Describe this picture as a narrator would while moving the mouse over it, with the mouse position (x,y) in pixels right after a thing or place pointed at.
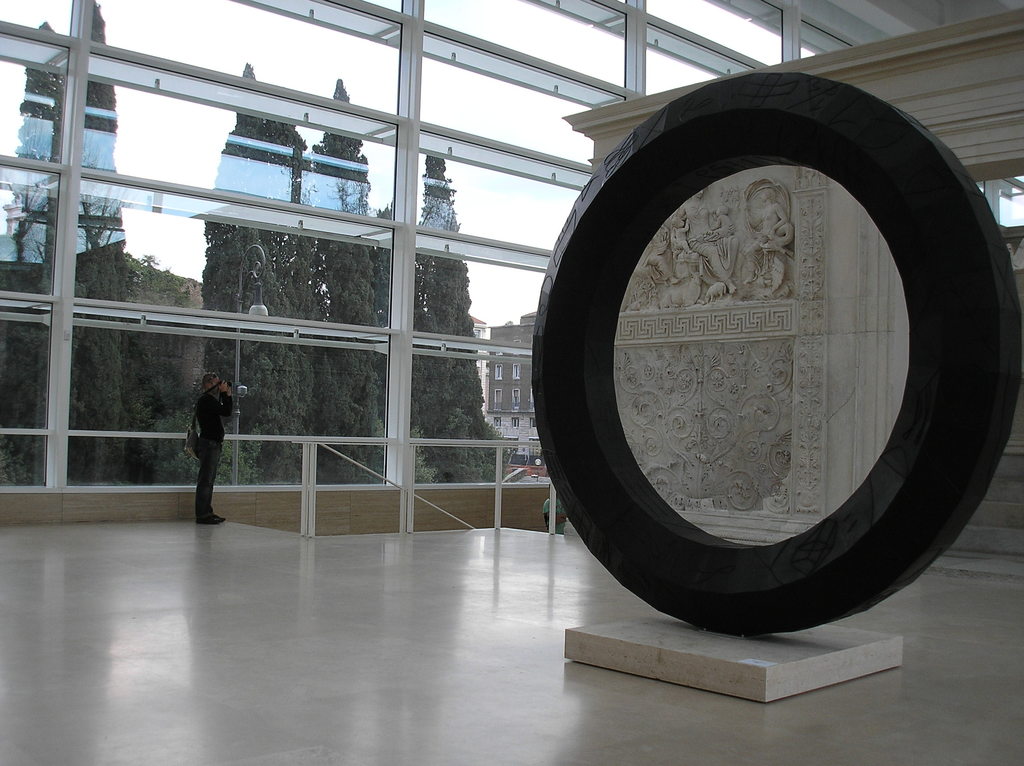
On the right side of the image (728,576) we can see a statue (933,325) and carving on the wall (887,397). On the left side of the image (210,481) we can see a person (218,411) is standing and holding a camera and carrying a bag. In the background of the image (367,242) we can see the glass wall (413,303), wall (285,504), floor (333,715). Through glass wall (350,315) we can see the trees (426,309), sky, building (493,374) and windows (531,395). In the top right corner (845,14) we can see the roof (876,17).
